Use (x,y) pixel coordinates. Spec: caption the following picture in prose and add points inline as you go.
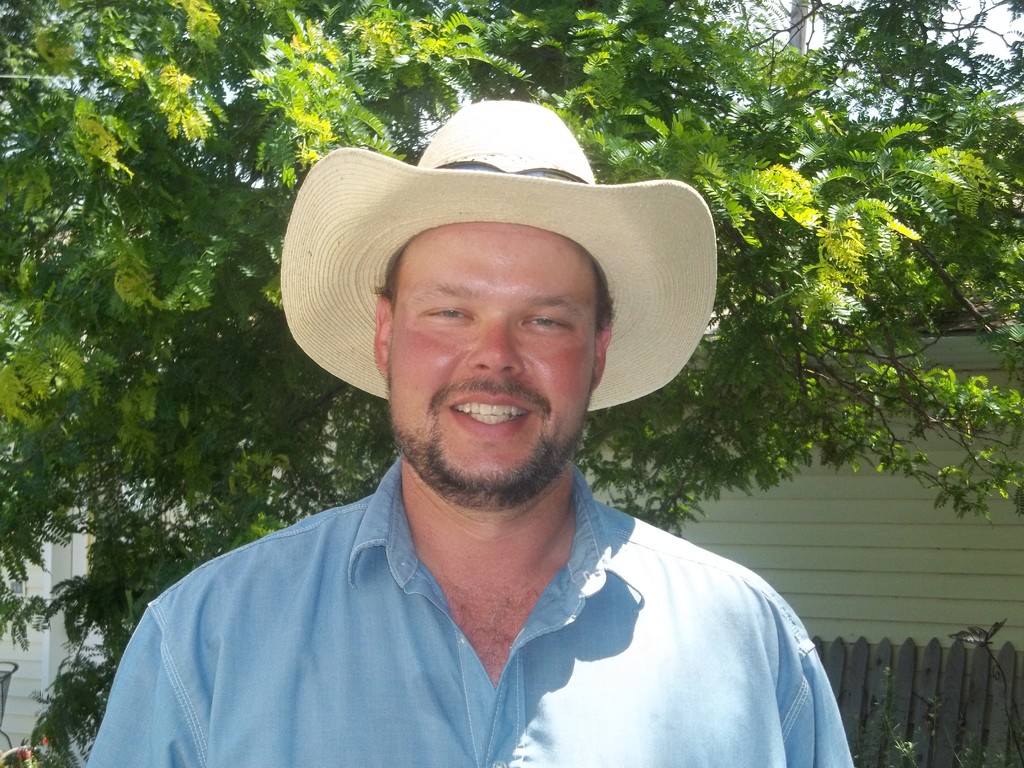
In the center of the image (436,286) there is a person (277,574) wearing hat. In the background (100,24) we can see wall (884,526), fencing (877,699), tree (860,161) and sky (968,11).
